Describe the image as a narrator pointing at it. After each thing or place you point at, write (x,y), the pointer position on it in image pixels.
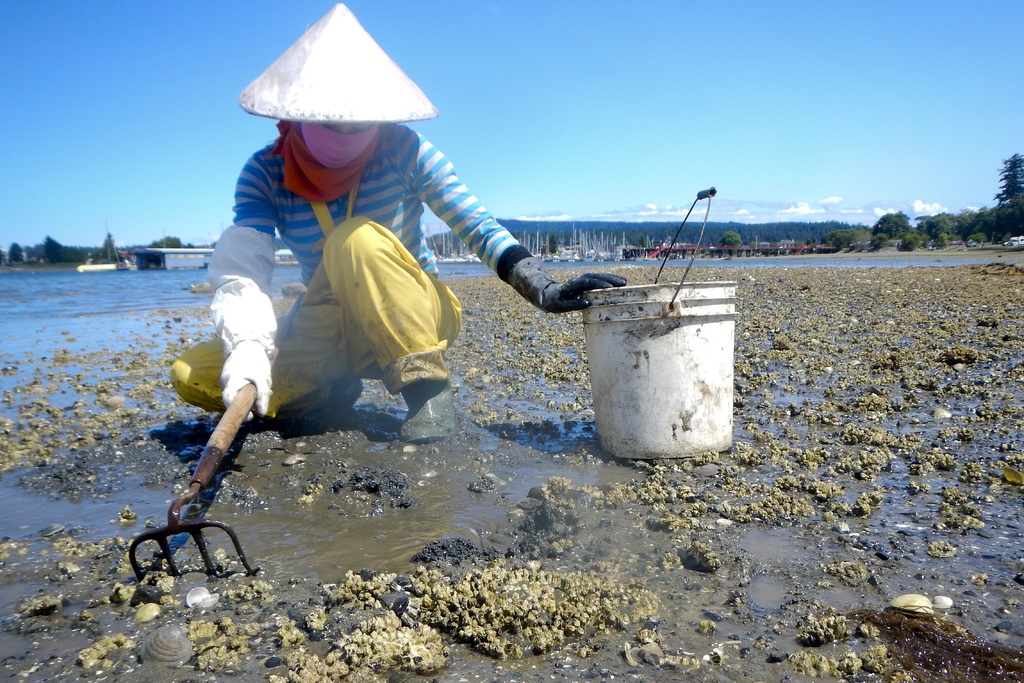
In this image we can see a person (378,271) wearing blue T-shirt (392,202) yellow color pant (379,325) digging using something and there is bucket (609,427) which is of white color is on the ground (608,458) and in the background of the image (103,205) there are some houses (167,266), trees (70,255) and clear sky (535,130).
